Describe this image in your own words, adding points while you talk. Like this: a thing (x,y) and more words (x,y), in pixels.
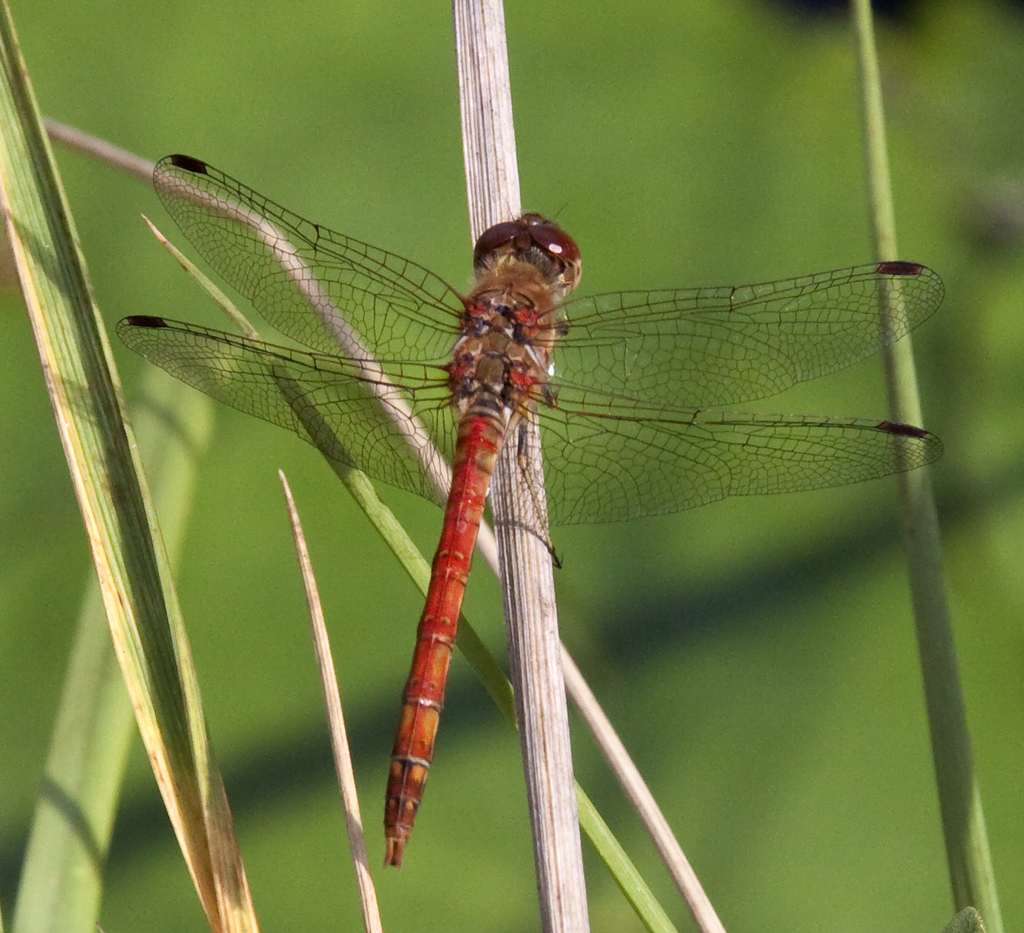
There is a dragonfly (535,379) on a dried leaf (484,172). Also there are leaves (965,821). In the background (438,190) it is blurred and green.
